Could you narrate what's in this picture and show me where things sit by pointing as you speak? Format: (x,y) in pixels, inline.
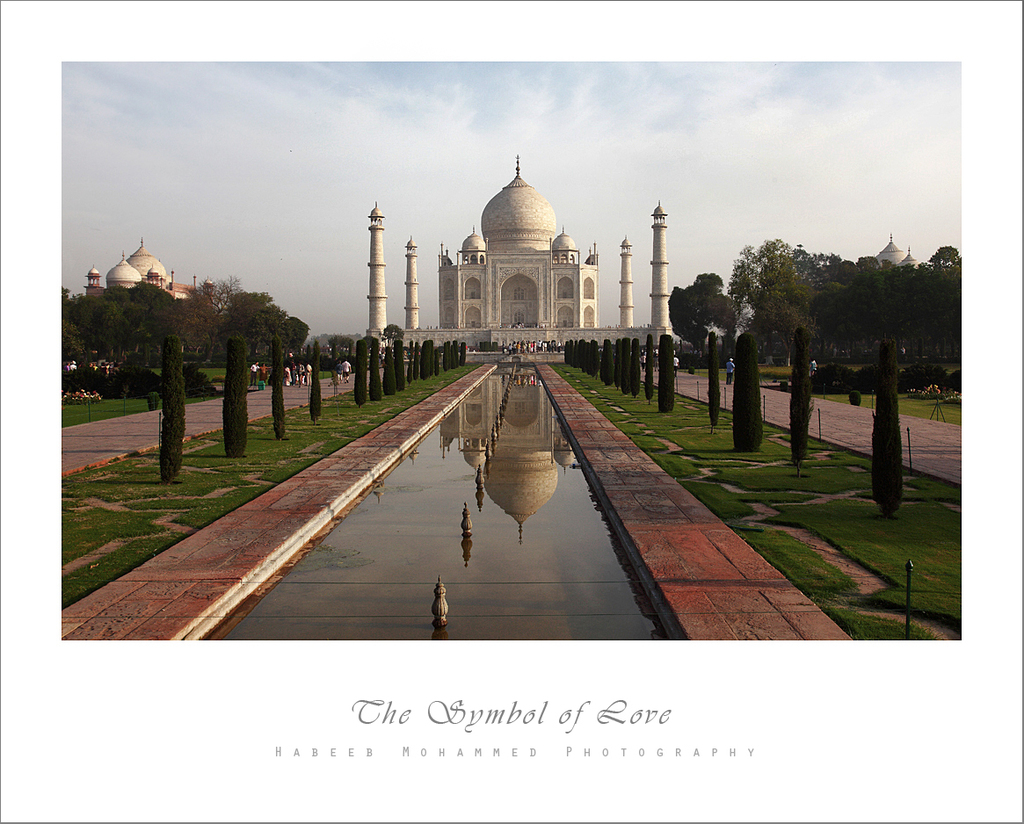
Sky (396,150) is cloudy. Here we can see water (460,502), grass (203,491), trees (753,380) and plants (955,374). Far there are people (307,374) and buildings (168,285).
